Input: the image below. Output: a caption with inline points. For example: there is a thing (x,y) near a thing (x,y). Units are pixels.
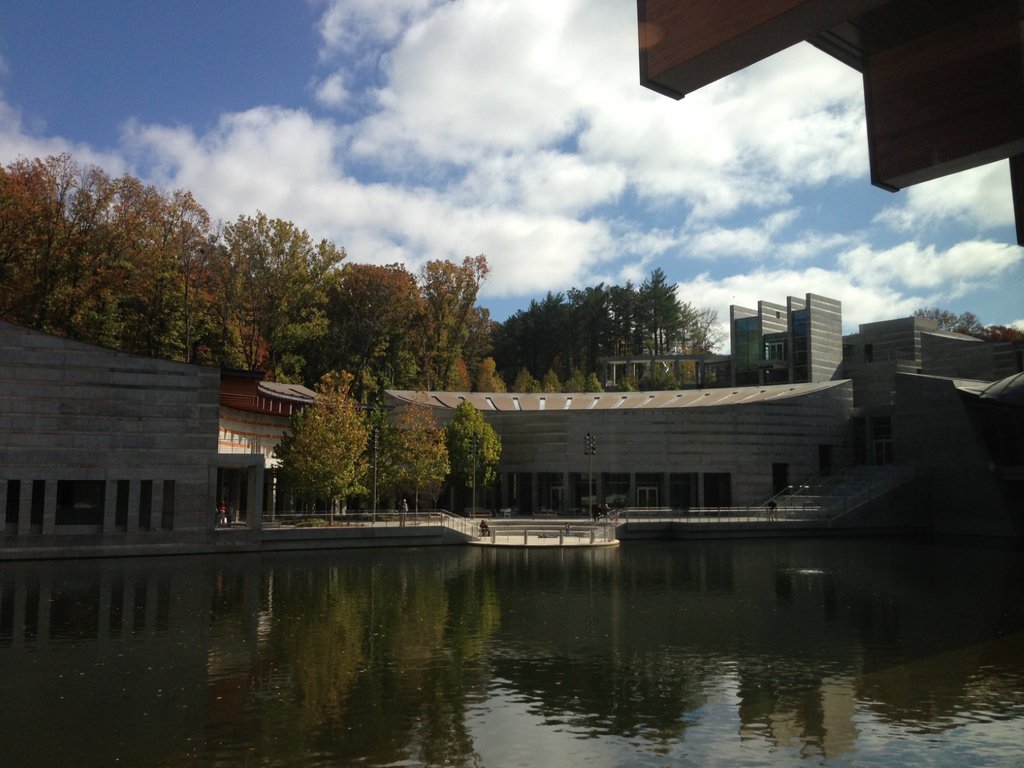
In this image we can see the water (617,649). And we can see the building (598,465) and windows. And we can see the bridge (569,537). And we can see the surrounding trees (415,351). And we can see the clouds (387,110) in the sky (346,100).
